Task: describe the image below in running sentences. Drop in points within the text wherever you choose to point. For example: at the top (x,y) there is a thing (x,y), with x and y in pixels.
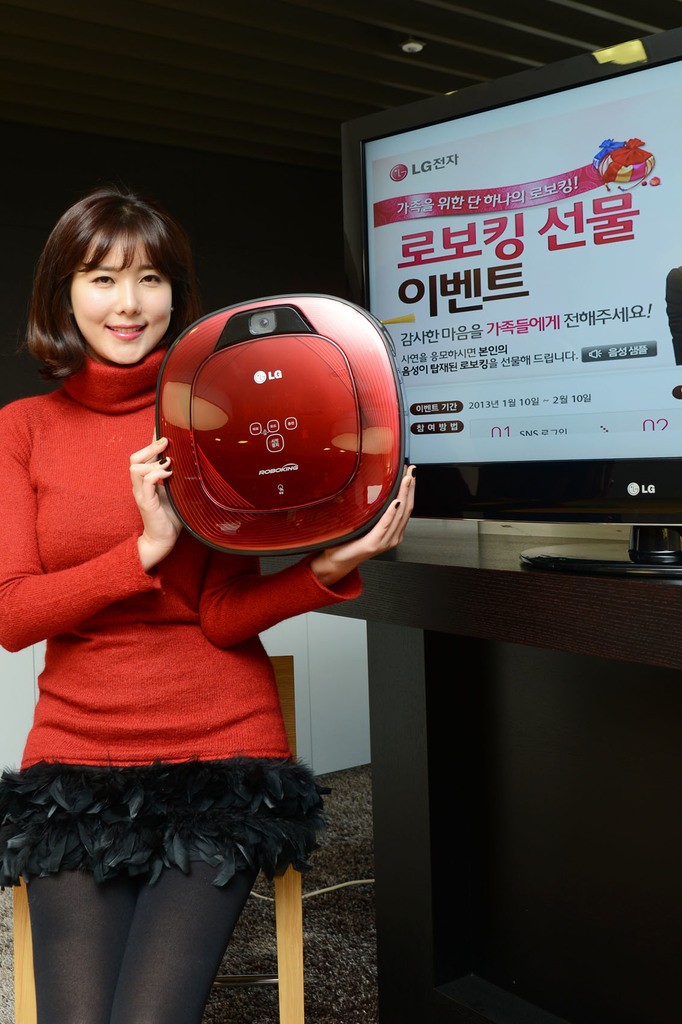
There is a woman (264,815) standing and holding an object (273,364) and we can see television (564,565) on the table (473,719). In the background (331,702) we can see wall (329,694).
